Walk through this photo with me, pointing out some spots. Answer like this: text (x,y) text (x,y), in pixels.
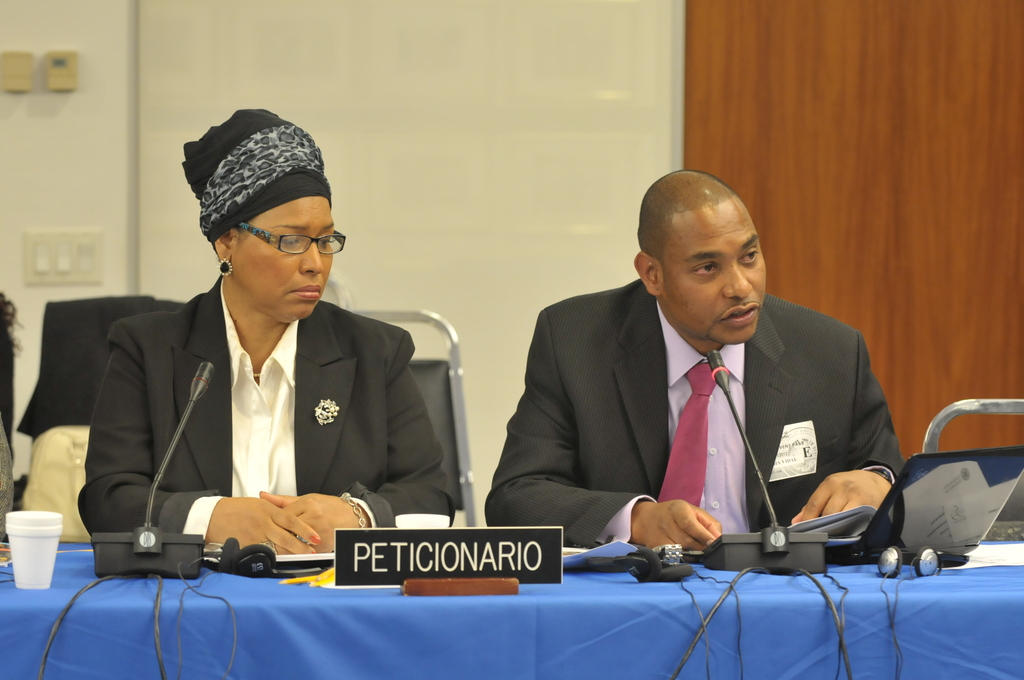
In this picture we can see two people (536,375) sitting on the chair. There is a cup (15,564), microphones (776,517), laptop (959,468), headsets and other objects (492,549) on the table (123,586). We can see white objects (62,80) and a wooden object (1023,145) in the background (943,172).
